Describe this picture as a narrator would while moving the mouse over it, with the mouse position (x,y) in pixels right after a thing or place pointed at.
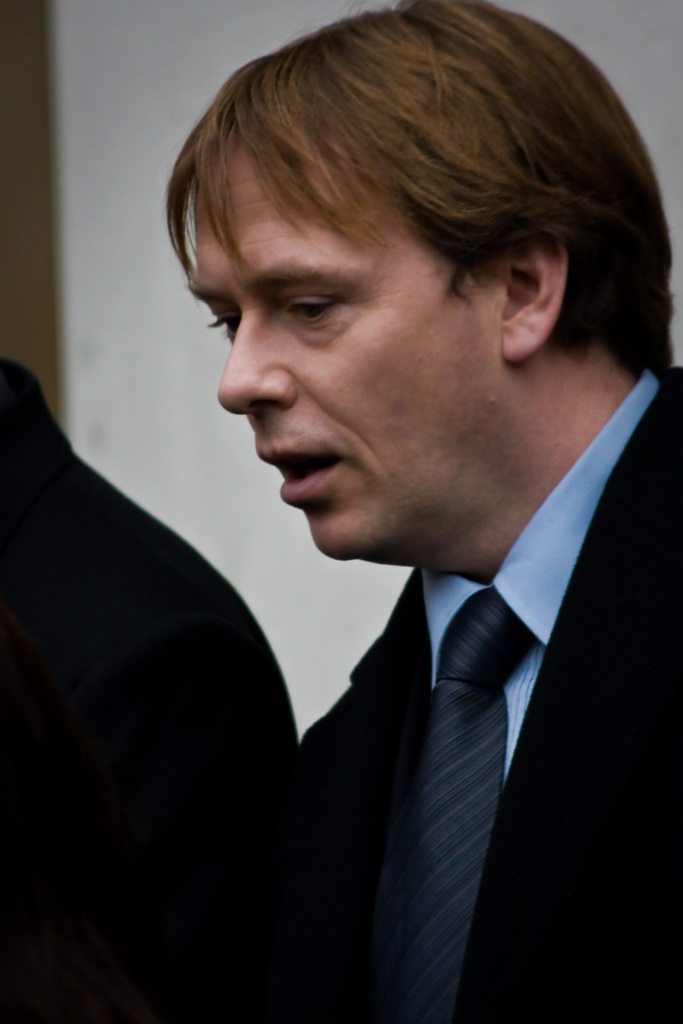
In this image I can see few people (329,535) are wearing different color dresses (630,517). Background (167,27) is in white color.
